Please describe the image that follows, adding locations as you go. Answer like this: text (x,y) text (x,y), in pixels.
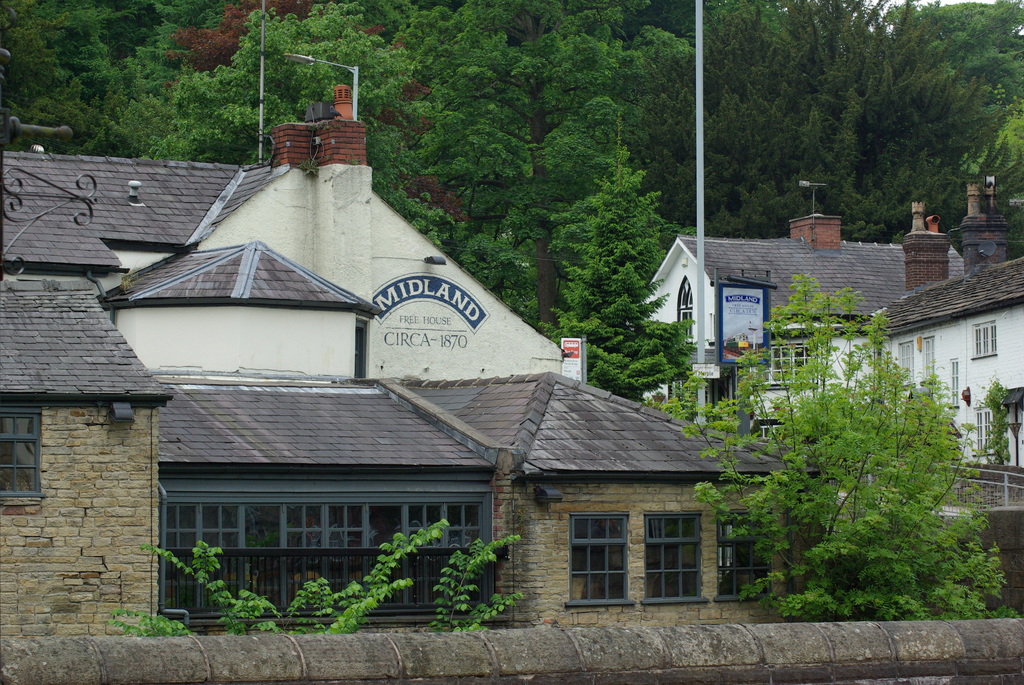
In this image there is a building (369,439) in the middle (420,418). At the bottom (378,649) there is a wall (674,636) in front of the building (509,406). On the right side (860,288) there is another building (925,295). In the middle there is a pole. In the background (647,84) there are trees (900,105). In the middle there is a hoarding (730,315) beside the pole (698,271).
